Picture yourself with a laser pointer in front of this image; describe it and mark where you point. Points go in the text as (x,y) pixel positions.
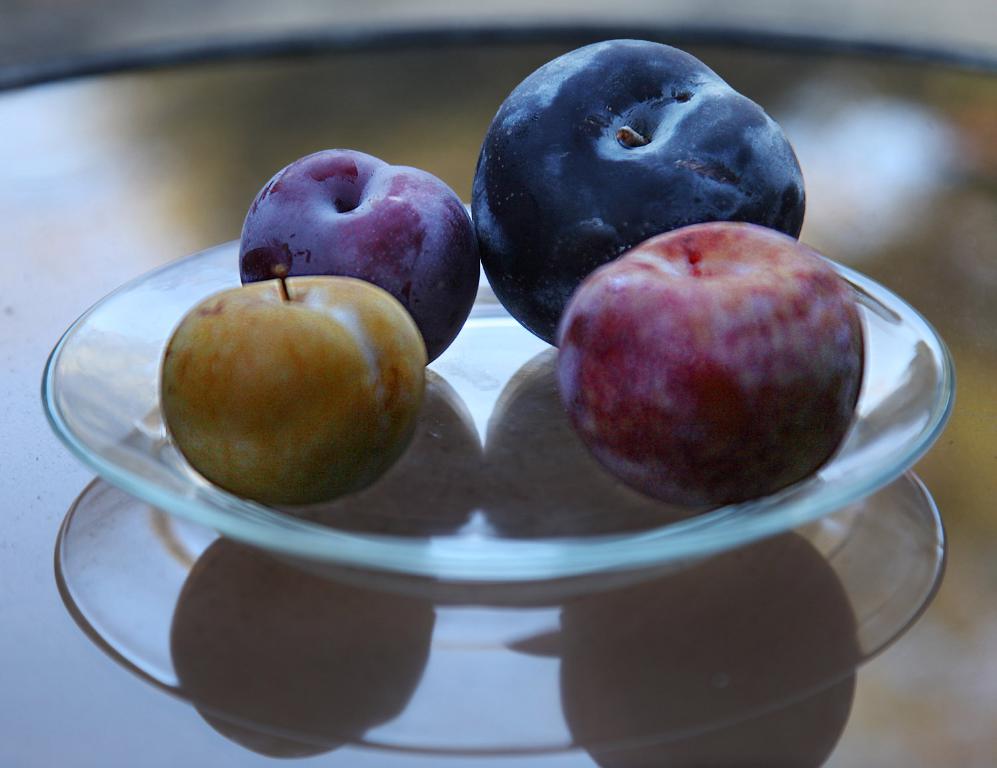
In this image we can see a serving plate (487,359) with fruits (554,237) in it and is placed on the table (59,472).
